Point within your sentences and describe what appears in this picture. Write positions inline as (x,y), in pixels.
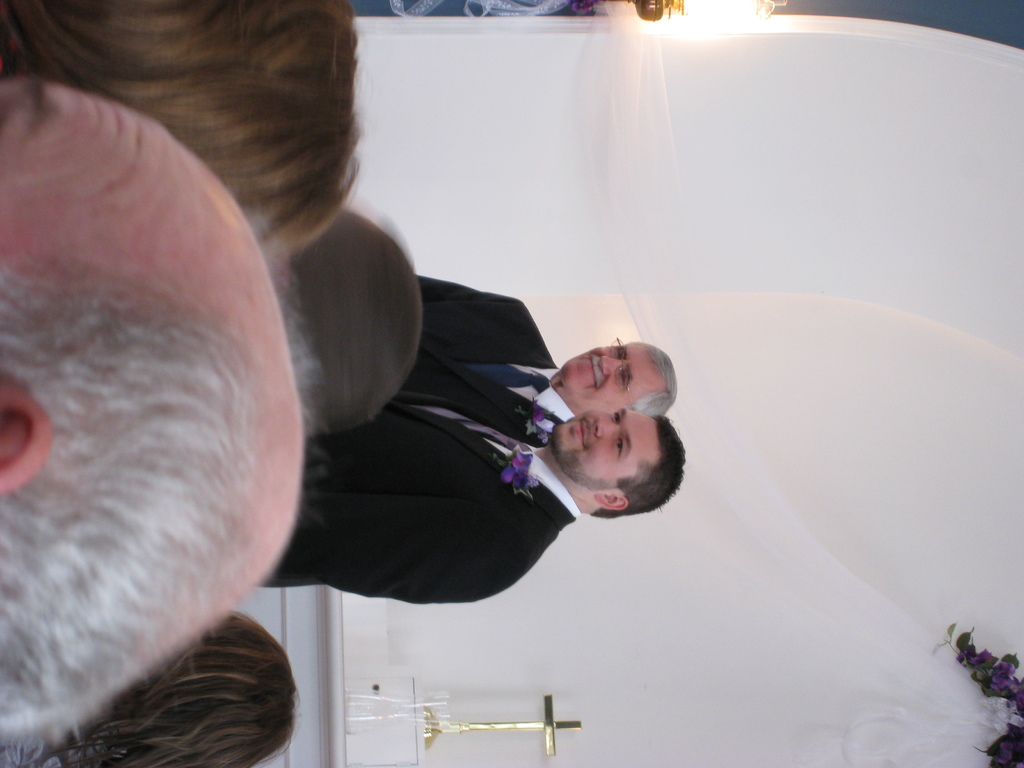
In the image we can see two men (482,519) standing, wearing clothes (426,428) and this man (602,370) is wearing spectacles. There are even other people (123,370). This is a light (707,15), leaves (983,671) and flower (990,672), and a wall (808,498) white in color.
